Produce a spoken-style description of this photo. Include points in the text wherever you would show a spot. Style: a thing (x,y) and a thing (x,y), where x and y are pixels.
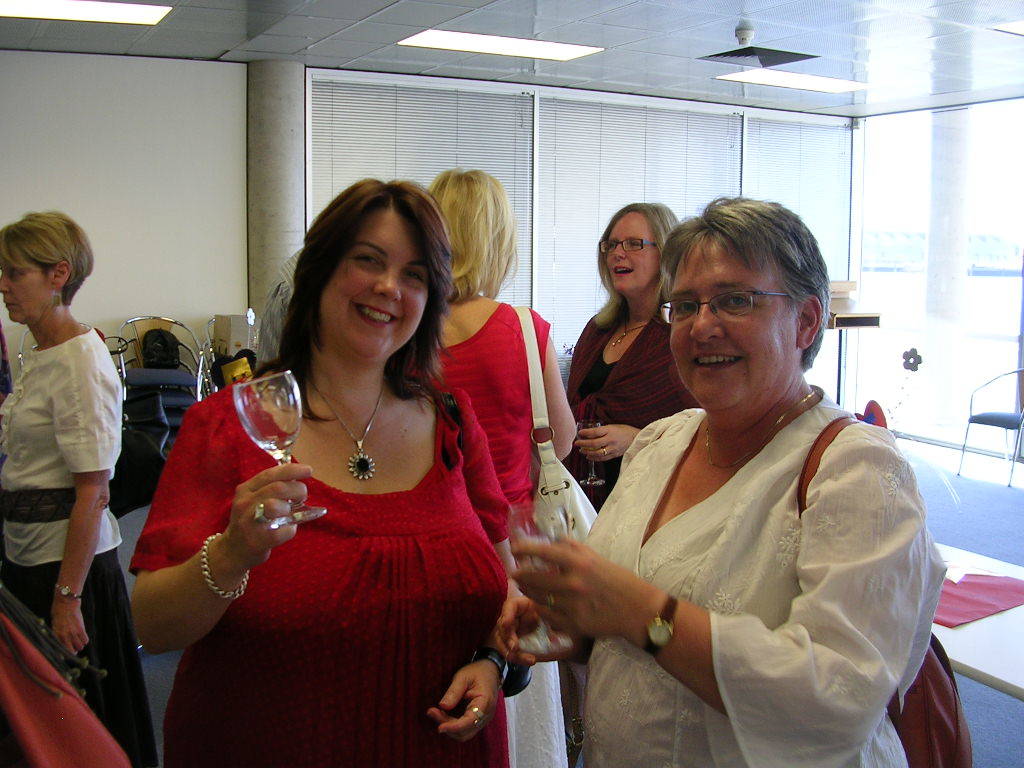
In this image we can see some group of ladies (256,470) standing, at the foreground of the image (508,543) there are two ladies (552,568) wearing white and red color dress (836,595) respectively, person (333,671) wearing red color dress (260,617) holding glass (285,452) in her hands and at the background of the image (458,167) there is wall (241,160) and curtains (413,141).
